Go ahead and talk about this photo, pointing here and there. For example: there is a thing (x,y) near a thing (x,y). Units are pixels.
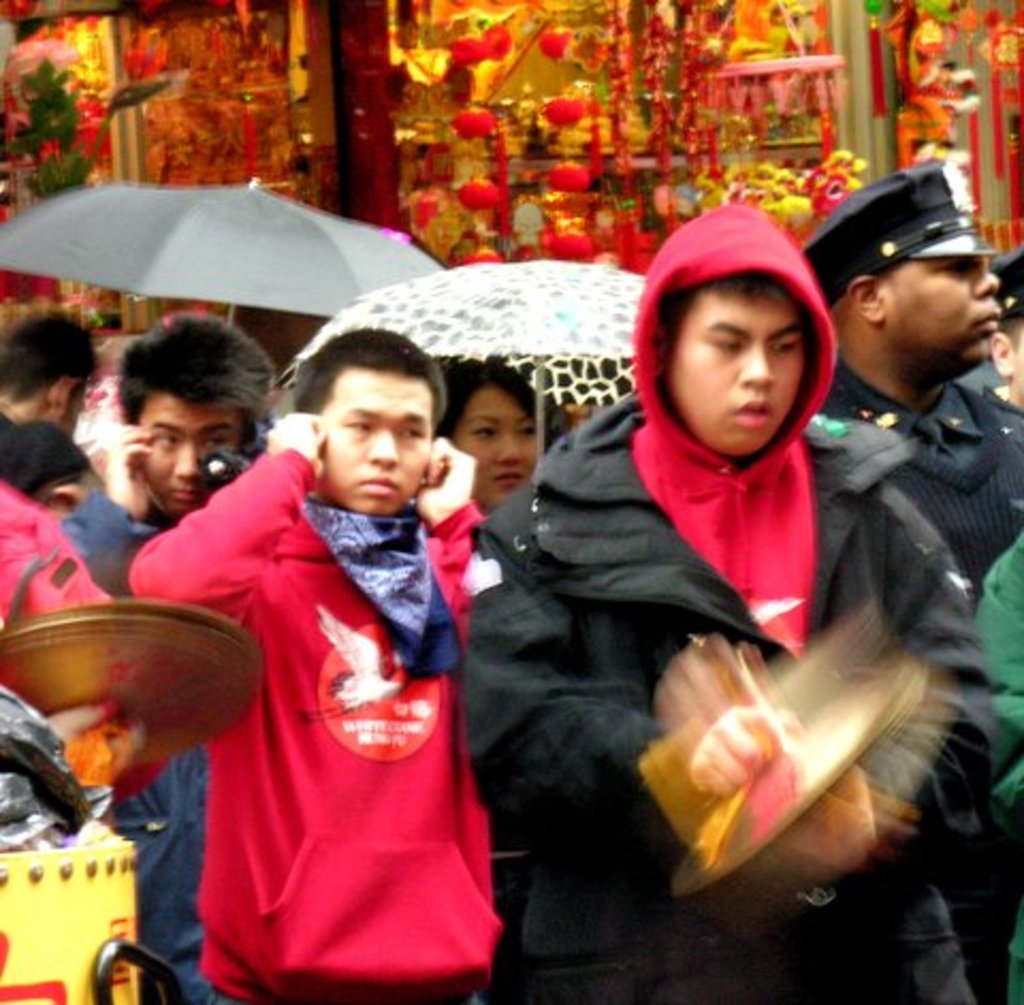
In this image, there are a few people (486,375). We can see some umbrellas (438,310). In the background (1019,66), we can see some objects (498,135) and leaves (82,164). We can also see some objects (29,962) on the bottom left (49,957).
